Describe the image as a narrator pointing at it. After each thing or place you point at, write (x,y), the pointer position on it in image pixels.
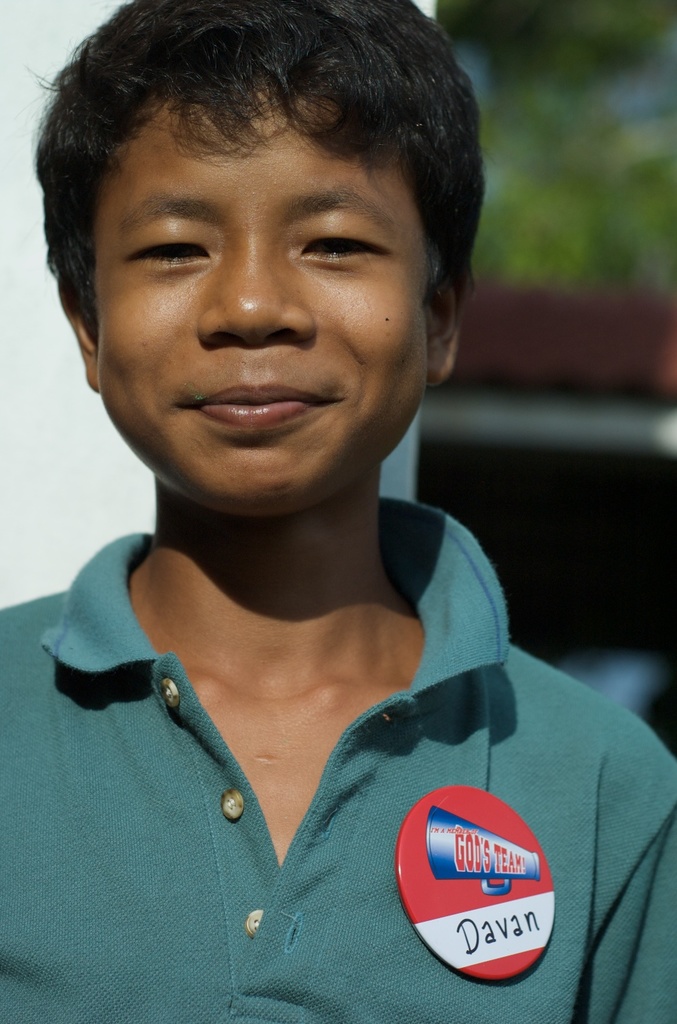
In this image there is a boy (303,604) who is smiling. There is a badge (453,872) to his shirt (394,870).
